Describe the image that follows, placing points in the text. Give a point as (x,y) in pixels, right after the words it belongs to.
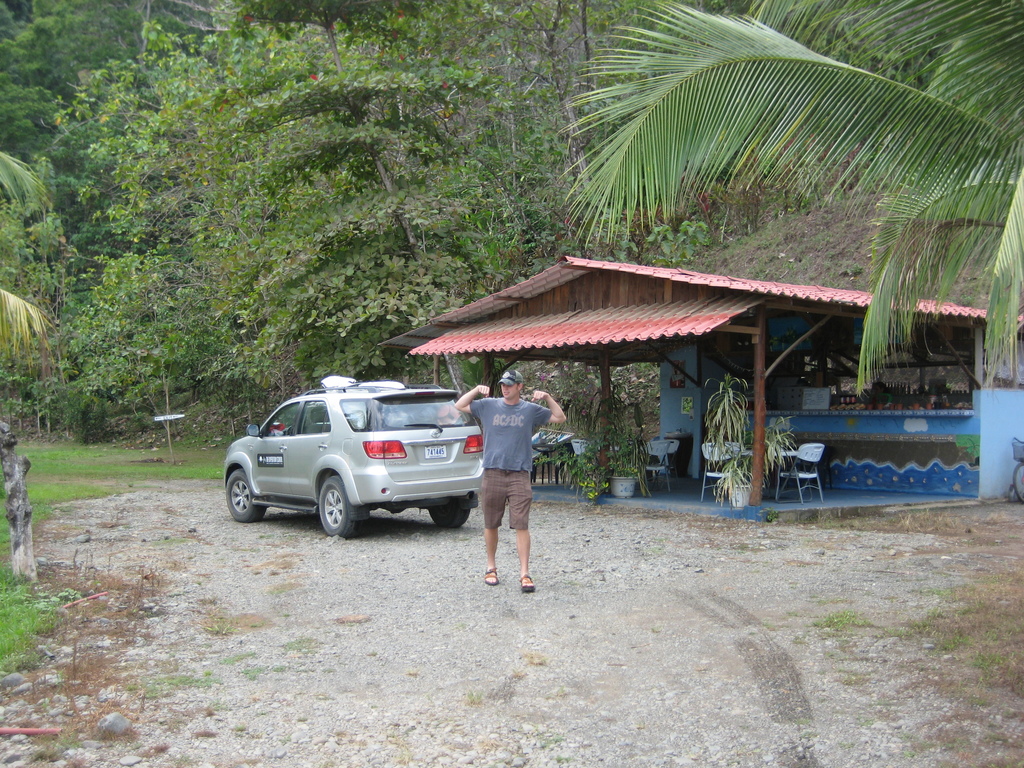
This picture is clicked outside. In the center (504,440) there is a person (495,417) wearing t-shirt (508,462) and seems to be walking on the ground (505,578), behind him there is a car (259,468) parked on the ground (918,540). On the right (951,496) there is a shed (636,285) and we can see the houseplants (630,449), chairs (788,475) and some other objects (883,399) are placed under the shade (651,335). In the background (48,470) we can see the green grass (113,450), plants (141,370) and trees (439,282).
